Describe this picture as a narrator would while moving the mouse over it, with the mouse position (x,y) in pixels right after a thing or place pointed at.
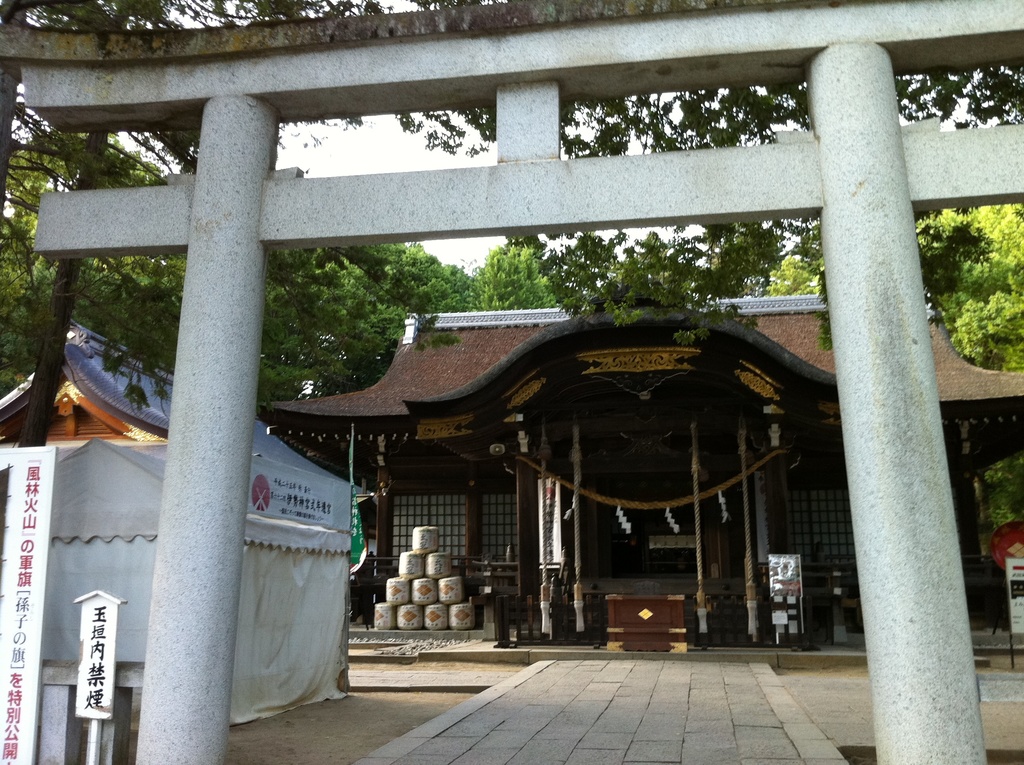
At the center of the image (503,480) there is a building (481,433), in front of the building (742,557) there are few objects (436,581) placed. On the left side of the image (111,480) there is a tent (110,545). In the foreground of the image (74,212) there is an arch (176,689), beside the arch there are two boards (27,662) with some text (100,633) on it. In the background of the image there are trees (649,267).
